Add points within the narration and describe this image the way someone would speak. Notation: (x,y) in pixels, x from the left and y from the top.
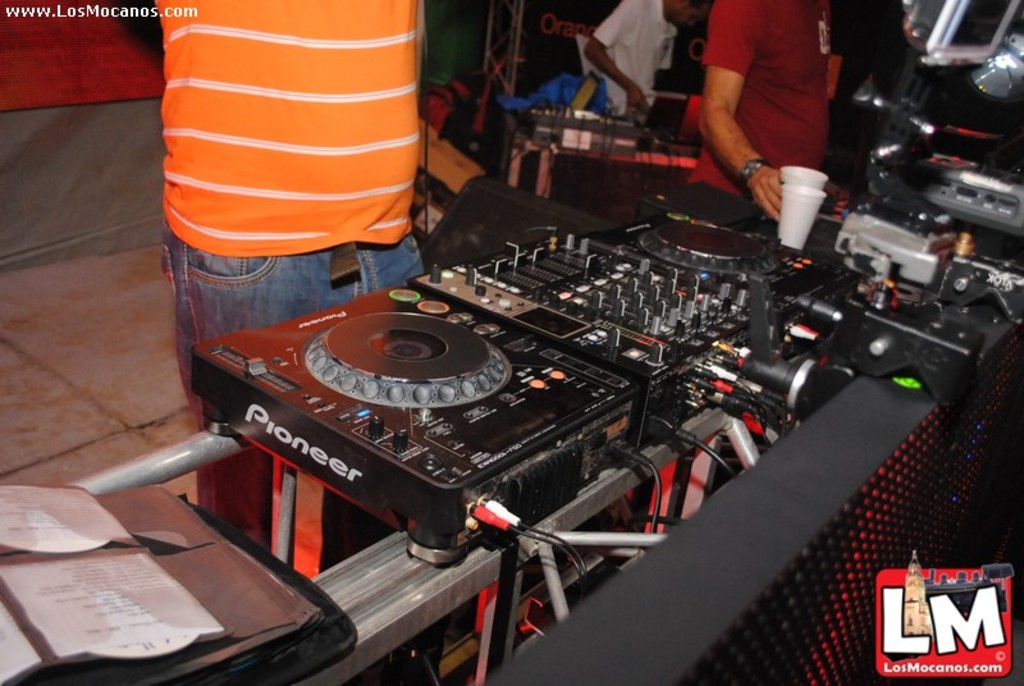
This image consists of three persons (704,133) and we can see a DJ setup (643,435) in the front (568,439) along with the speakers (709,622). At the bottom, there is a floor (93,357). On the left (109,607), there is a CD case (144,614). In the front (783,217), there are two glasses (803,221) kept.
